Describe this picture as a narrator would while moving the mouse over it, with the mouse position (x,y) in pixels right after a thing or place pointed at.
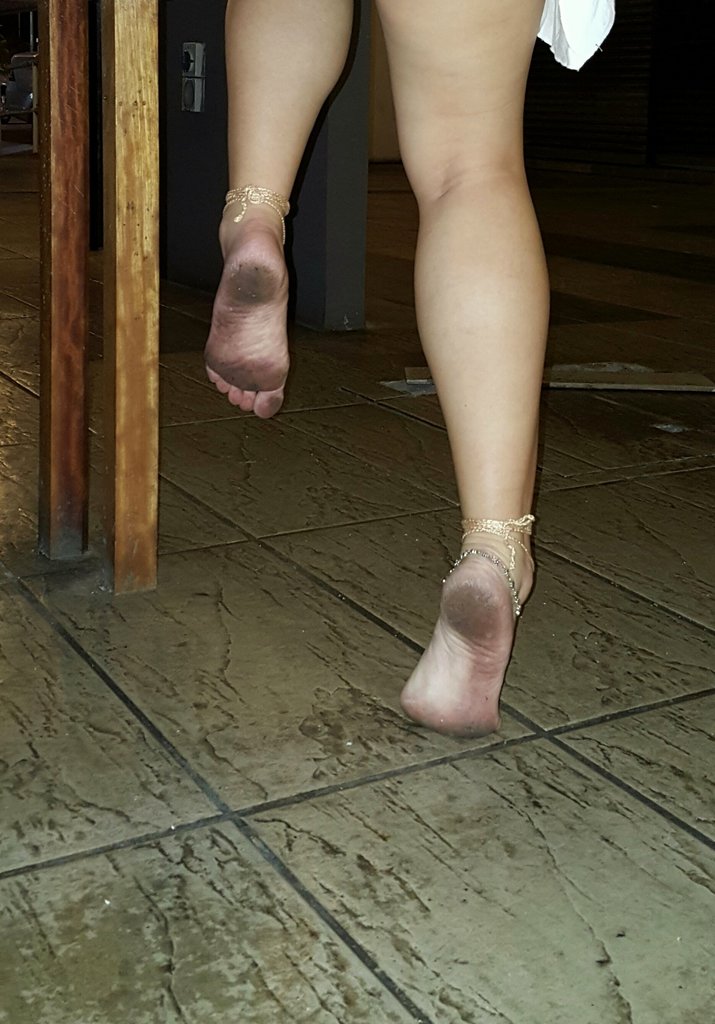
In this image we can see the woman legs (462,505) with anklets (487,528). We can also see the wooden poles (132,251) on the surface (333,728).
